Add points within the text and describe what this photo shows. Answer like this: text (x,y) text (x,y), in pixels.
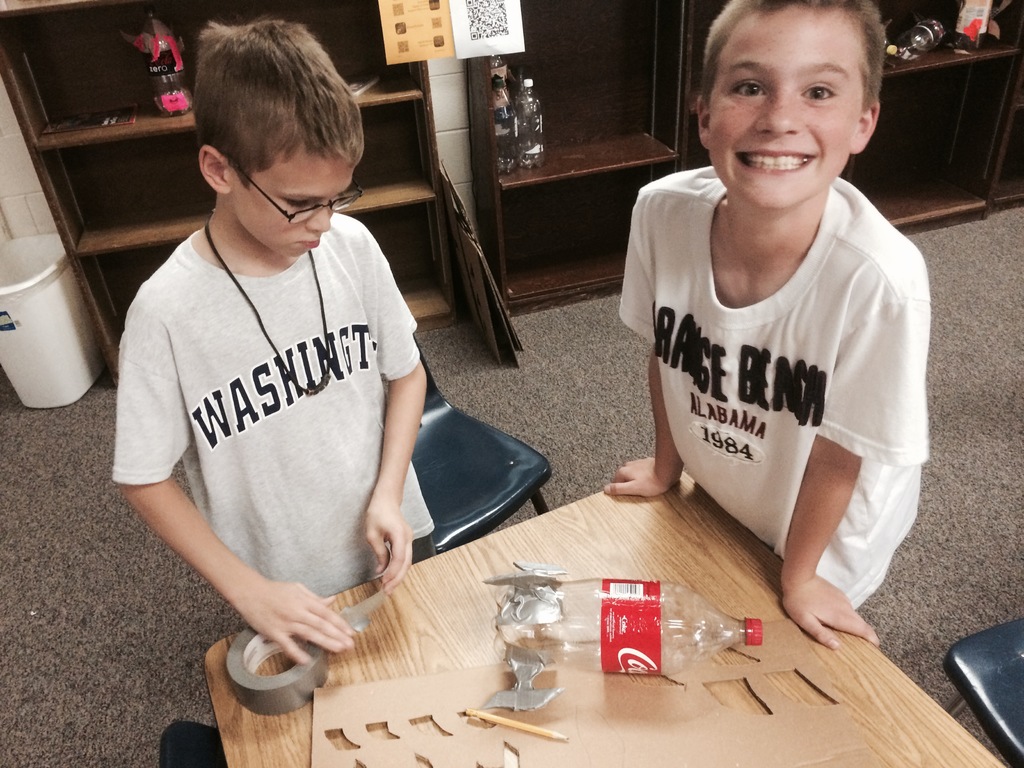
In this image I can see two boys (853,194) are standing and also I can see both of them are wearing t shirts (398,326) and he is wearing a specs (317,205). Here I can see a smile (784,151) on his face (791,180). I can also see few chairs (480,459) and a table (687,561). On this table (556,542) I can see a bottle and a tape (287,682). In the background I can see few more bottles (928,37).
